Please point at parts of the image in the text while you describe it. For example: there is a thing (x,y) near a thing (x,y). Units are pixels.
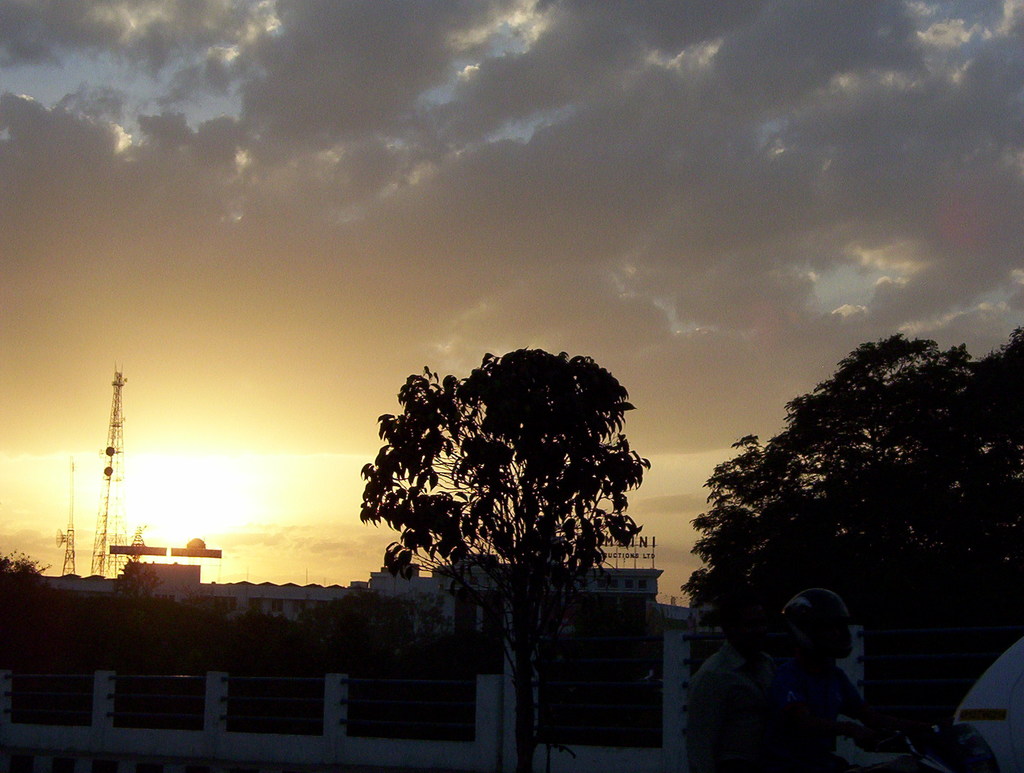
There is a railing (298,681) with poles (383,723). Two persons (840,704) are on motorcycle (938,748). One person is wearing a helmet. In the back (176,579) there are trees (411,574), buildings (278,591), towers (101,529) and sky (627,153) with clouds (760,143).
